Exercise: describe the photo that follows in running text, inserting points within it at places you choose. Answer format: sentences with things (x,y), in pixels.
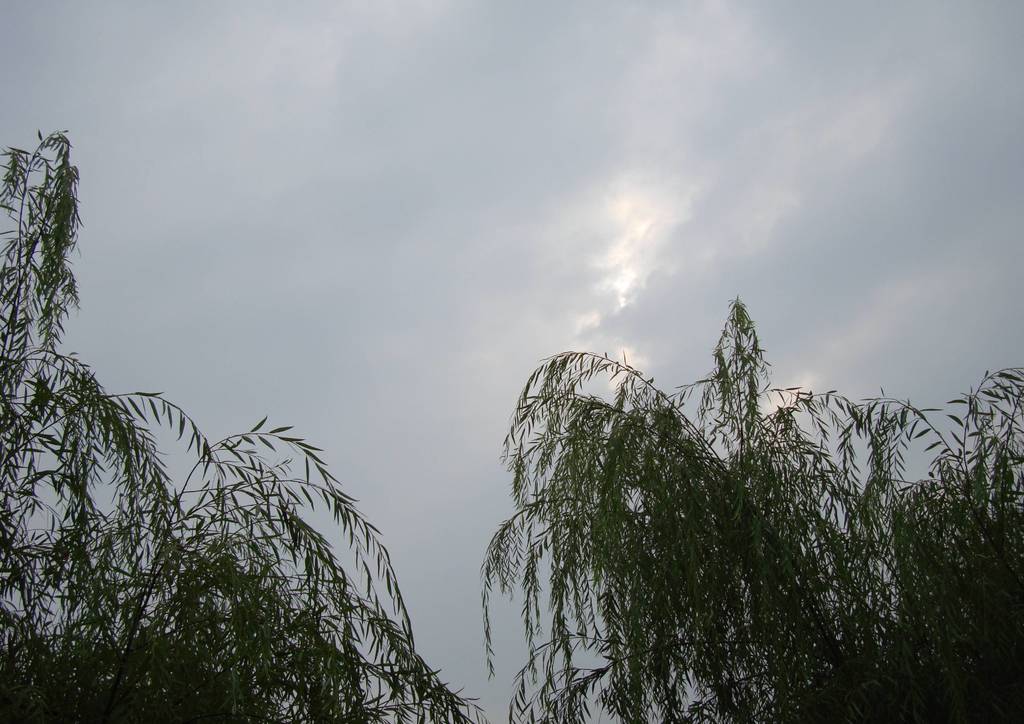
In this picture there are some trees (371,619) in the front (36,633). Behind we can see the cloudy sky (357,217).
